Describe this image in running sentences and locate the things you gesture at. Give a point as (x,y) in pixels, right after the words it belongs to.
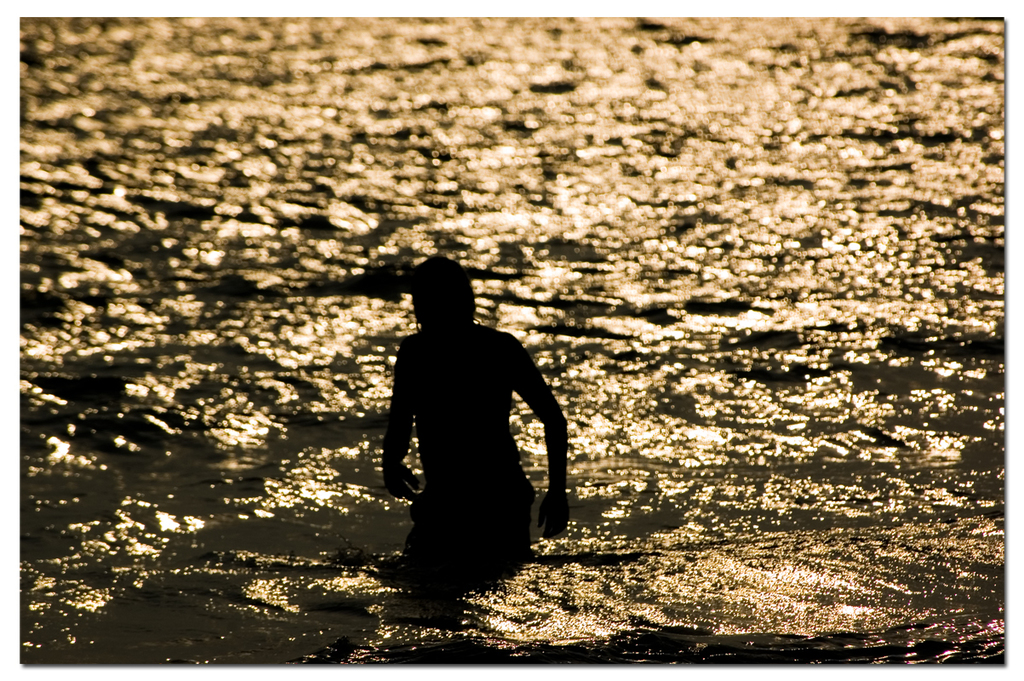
In this picture we can see the water (304,95) and a person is visible.
